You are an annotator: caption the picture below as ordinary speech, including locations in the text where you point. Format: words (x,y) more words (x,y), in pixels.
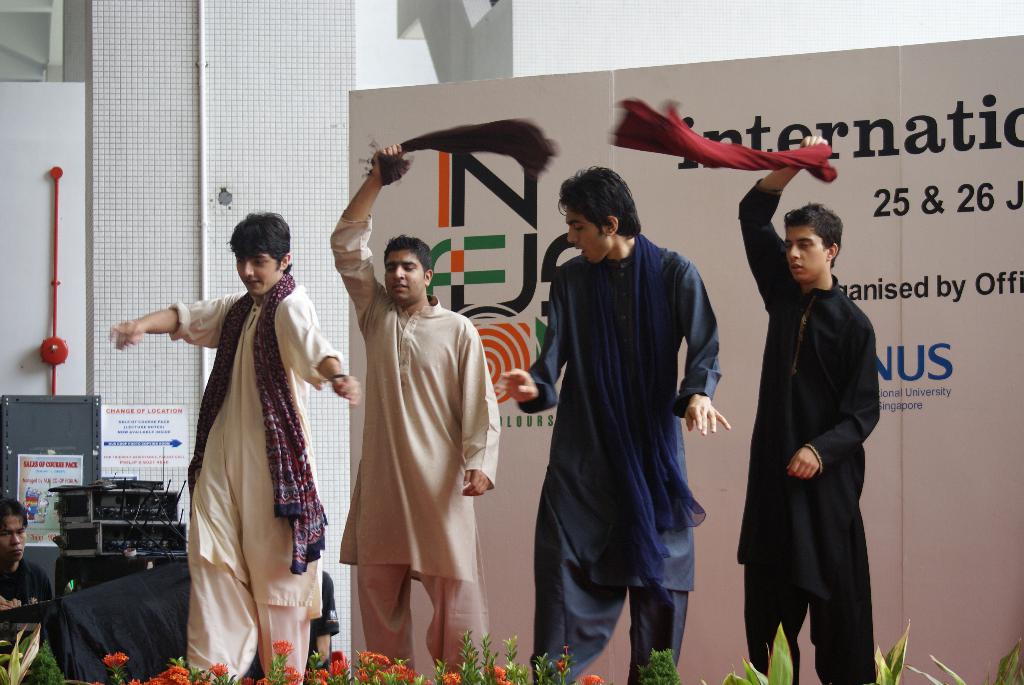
In the picture I can see four people (412,312) are standing among them two men (455,476) are holding clothes (743,144) in hands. In the background (438,250) I can see a board (680,160) which has something written on it. I can also see flower plants (361,659), electronic machines (125,529) and some other things (128,583).
